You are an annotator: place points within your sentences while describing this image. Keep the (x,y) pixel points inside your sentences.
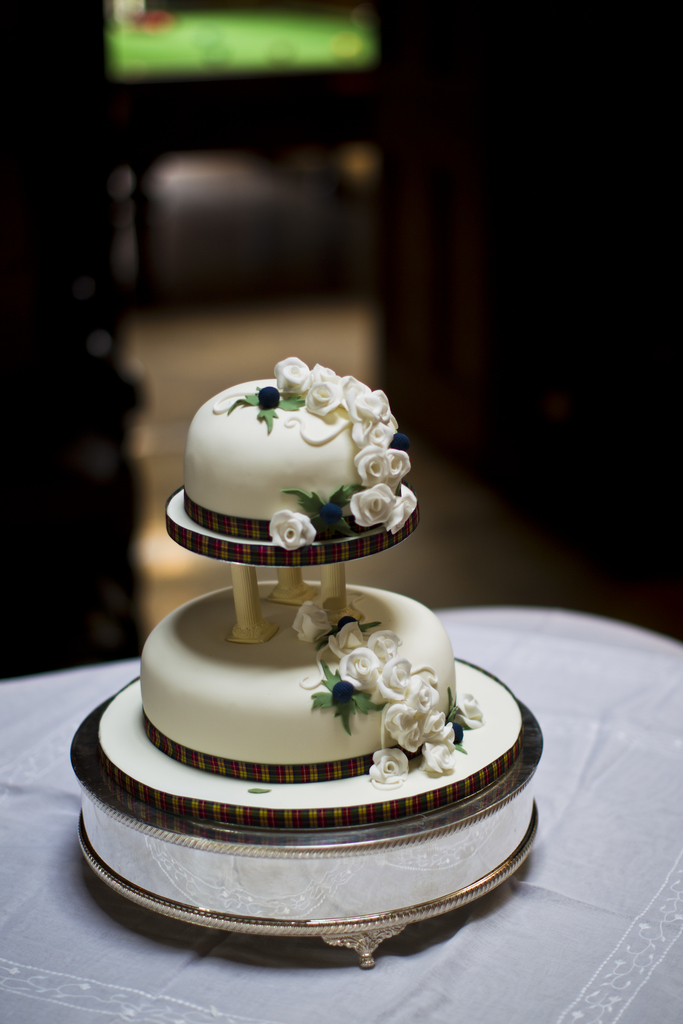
In the middle of the image (290,541) we can see a cake (215,701), and we can see blurry background (196,160).
